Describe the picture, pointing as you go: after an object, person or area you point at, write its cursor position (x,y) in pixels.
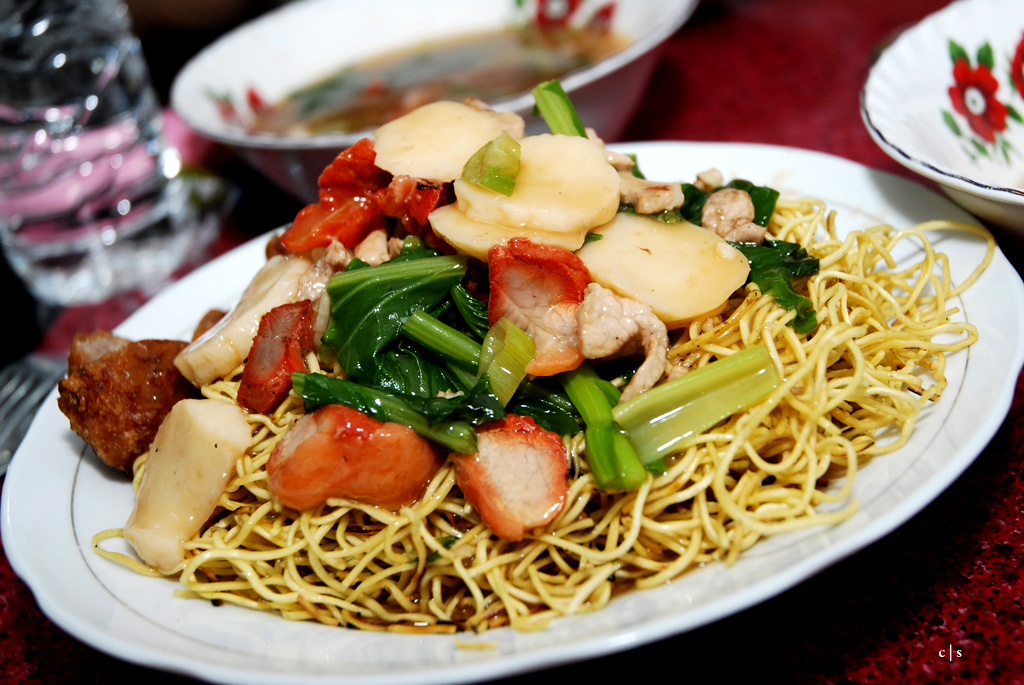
In this picture we can see a table (918,622), there is a plate (985,298), two bowls (969,200), a water bottle (99,135), a fork (12,380) present on the table (51,333), we can see noodles (422,510) and some food (575,296) present on this plate (688,317), there is some soup (437,84) in this bowl (483,57).
